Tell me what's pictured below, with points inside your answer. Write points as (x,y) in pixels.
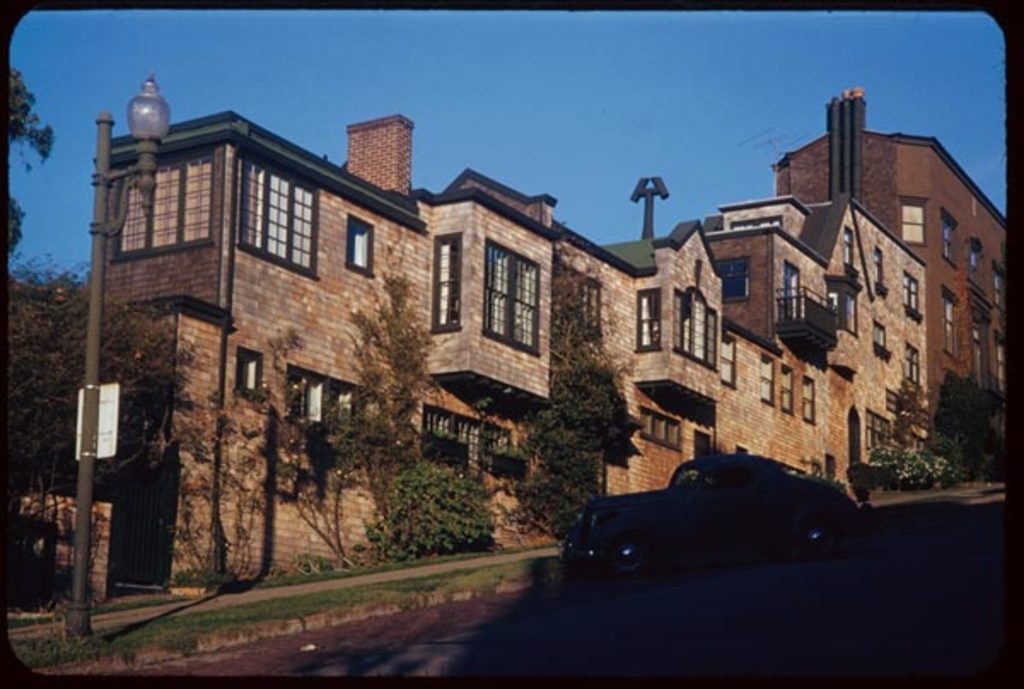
In this picture I can see a car (672,522) on the right side (750,511), in the middle (668,428) there are trees (984,442) and buildings (747,289), on the left side (145,171) there is the streetlamp (142,183). At the top (616,86) I can see the sky (553,138).
